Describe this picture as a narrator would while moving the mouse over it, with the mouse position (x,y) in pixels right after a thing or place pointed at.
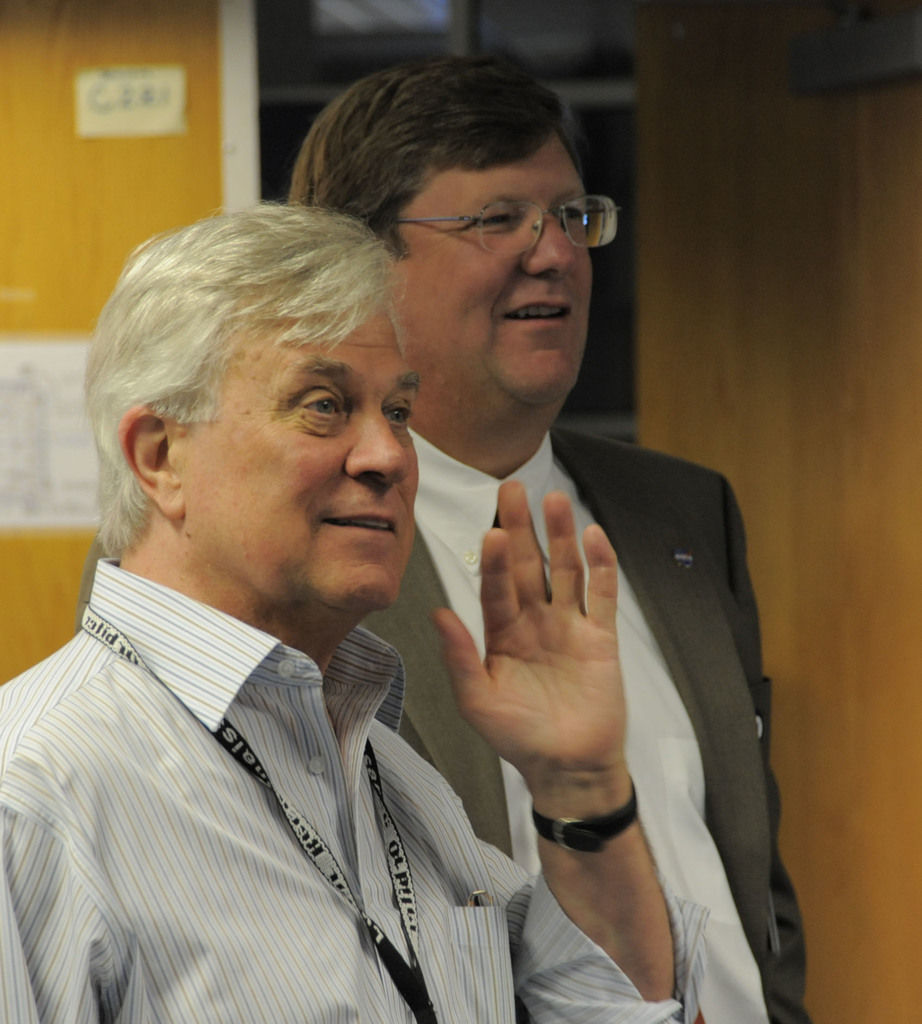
In the center of the image (480,651) we can see two persons (582,711) are standing and they are smiling, which we can see on their faces (261,487). In the background (111,199) there is a wooden wall (909,218), banners (86,342) and a few other objects (790,79).
